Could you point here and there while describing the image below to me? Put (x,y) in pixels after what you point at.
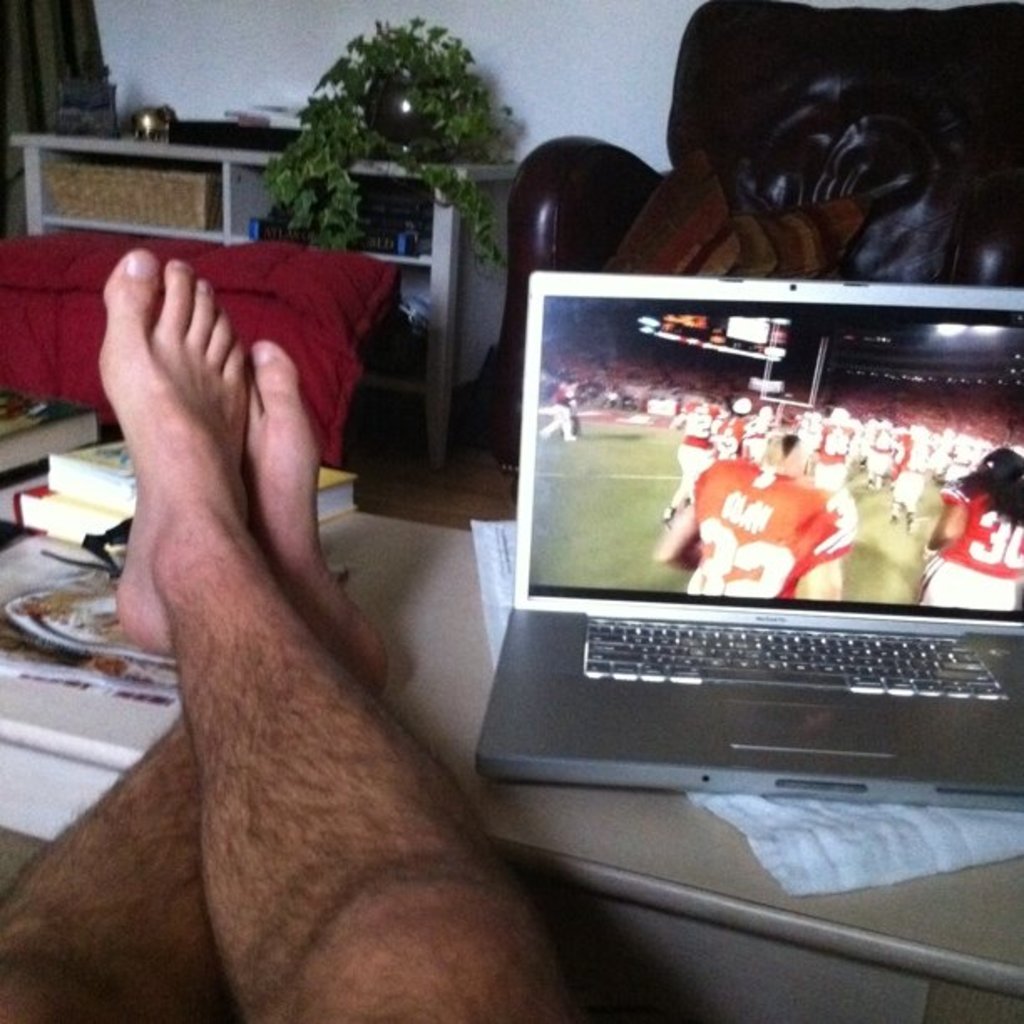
In the picture we can see a desk (651,826) with a laptop (803,737) on the white color cloth (799,834) and besides, we can see some books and persons legs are kept and in the background (744,264), we can see some racks (401,170) and on it we can see a house plant (339,73) and besides, we can see some sofa (900,91) with a pillow (773,254) and to the floor (404,448) we can see a red color sofa (276,257) near the racks (411,388).
